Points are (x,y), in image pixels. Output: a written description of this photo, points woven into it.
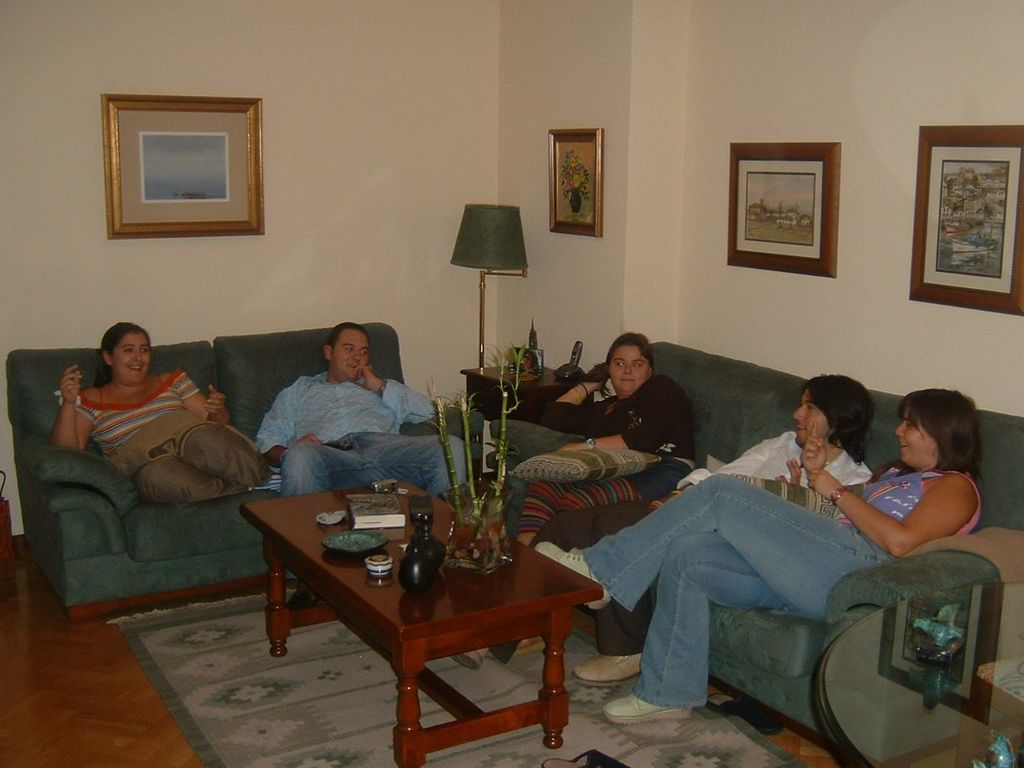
In this picture there are group of people (572,398) they are sitting on the sofa (197,518) and there is a table (495,631) at the center of the image (405,510) and a lamp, there are portraits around the area of the image on the wall (372,246), there is a book (385,524), plate (356,546) on the table (286,505), it seems to be they are talking to each other.
